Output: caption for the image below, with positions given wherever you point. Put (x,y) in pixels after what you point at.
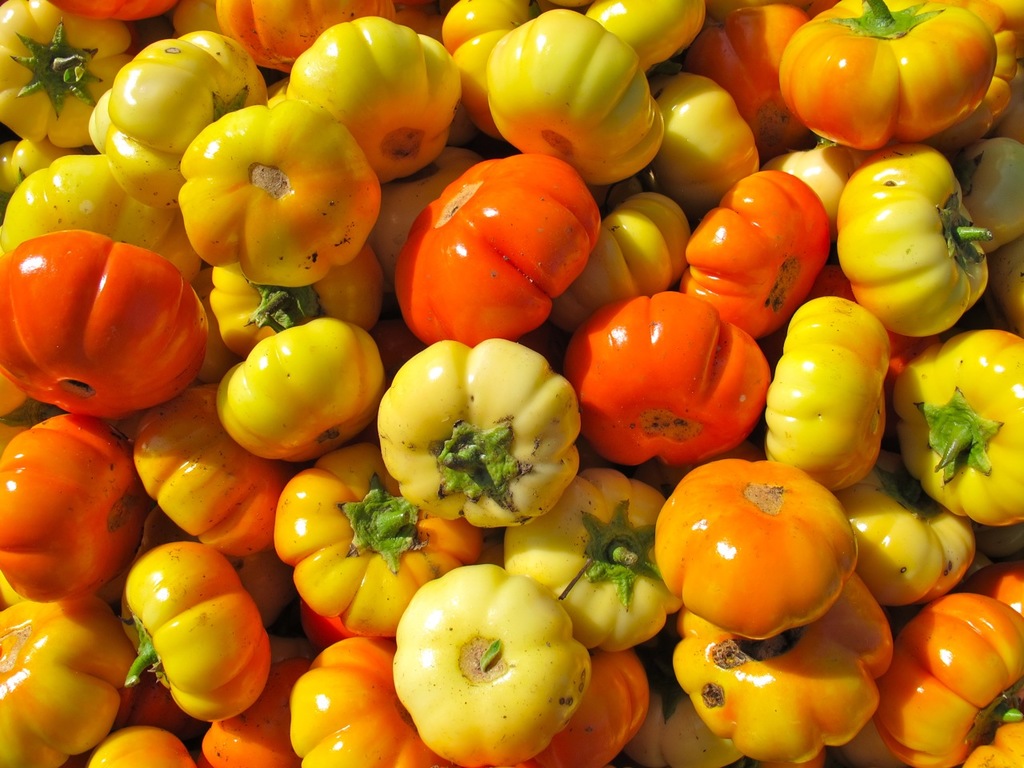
In this image we can see tomatoes (687,320) in different colors.
